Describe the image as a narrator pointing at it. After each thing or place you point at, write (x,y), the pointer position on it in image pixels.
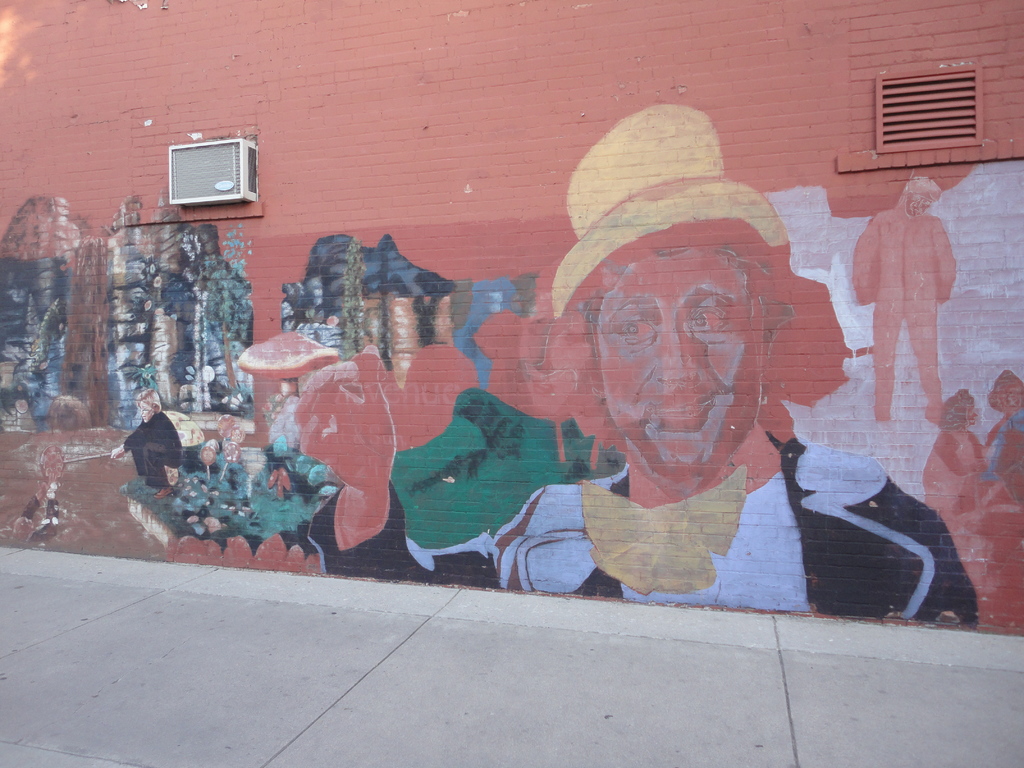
In this picture there is a painting (120,254) on a wall (386,108) in the center of the image (415,361), it seems to be an exhaust fan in the image.
